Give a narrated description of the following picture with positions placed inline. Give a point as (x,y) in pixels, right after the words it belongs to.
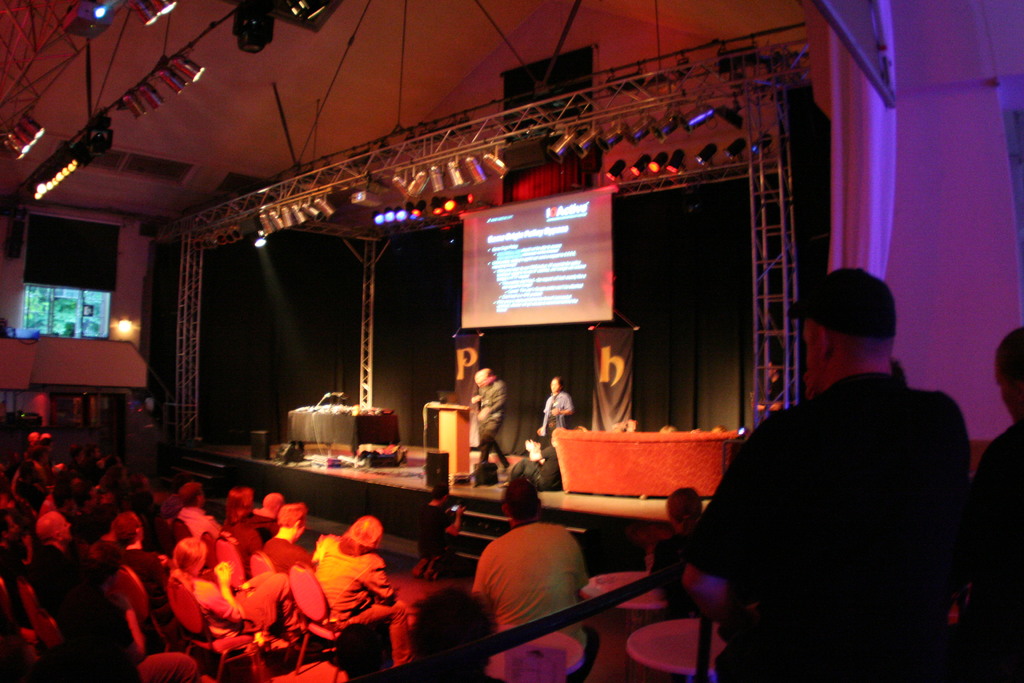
In this image I can see a crowd of people (116,593) sitting on the chair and I can see some persons (885,542) standing visible on the right side (998,521) and I can see a stage (454,483) in the middle (406,357), in front of the stage (467,481) I can see a person (443,549) sitting and on the stage (523,406) I can see two persons (490,404) and a table (344,426) and a mike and a screen (483,281) attached to the iron rods (760,147) and I can see a screen (56,282) and window (55,311) on the left side (53,328) and a light (115,320) visible on the left side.
